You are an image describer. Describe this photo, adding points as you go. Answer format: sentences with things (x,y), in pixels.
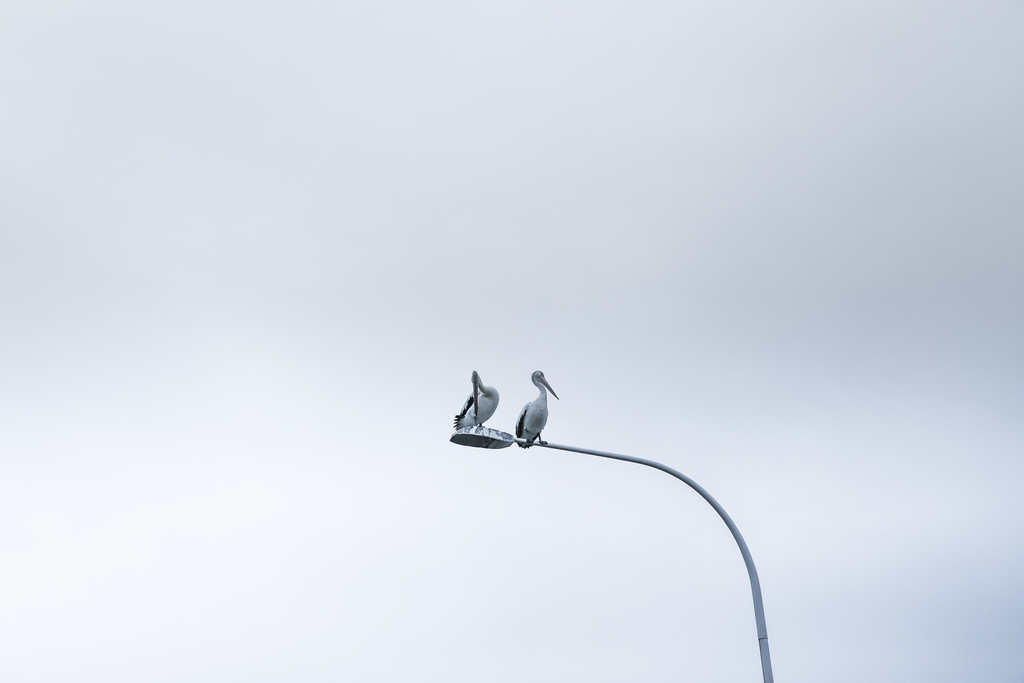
This image consists of two birds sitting on a pole (578,452) of street light (472,434). In the background (630,471), there is sky (249,427).
